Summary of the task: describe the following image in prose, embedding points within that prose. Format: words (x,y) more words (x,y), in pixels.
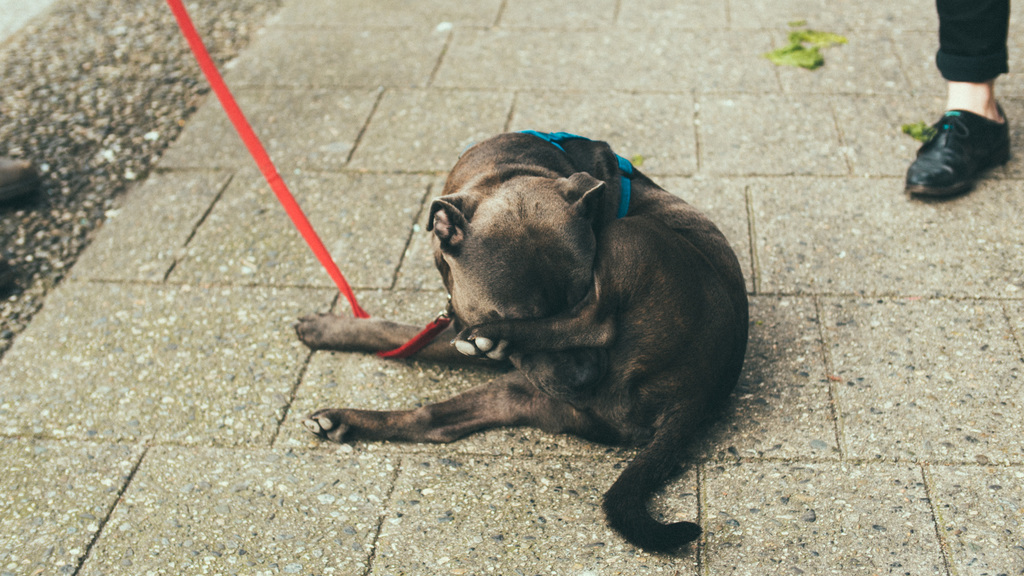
In this image there is an animal (446,253) sitting on the floor (492,20). The animal (514,261) is tied with a belt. Right to a person's leg (995,4) is visible.
